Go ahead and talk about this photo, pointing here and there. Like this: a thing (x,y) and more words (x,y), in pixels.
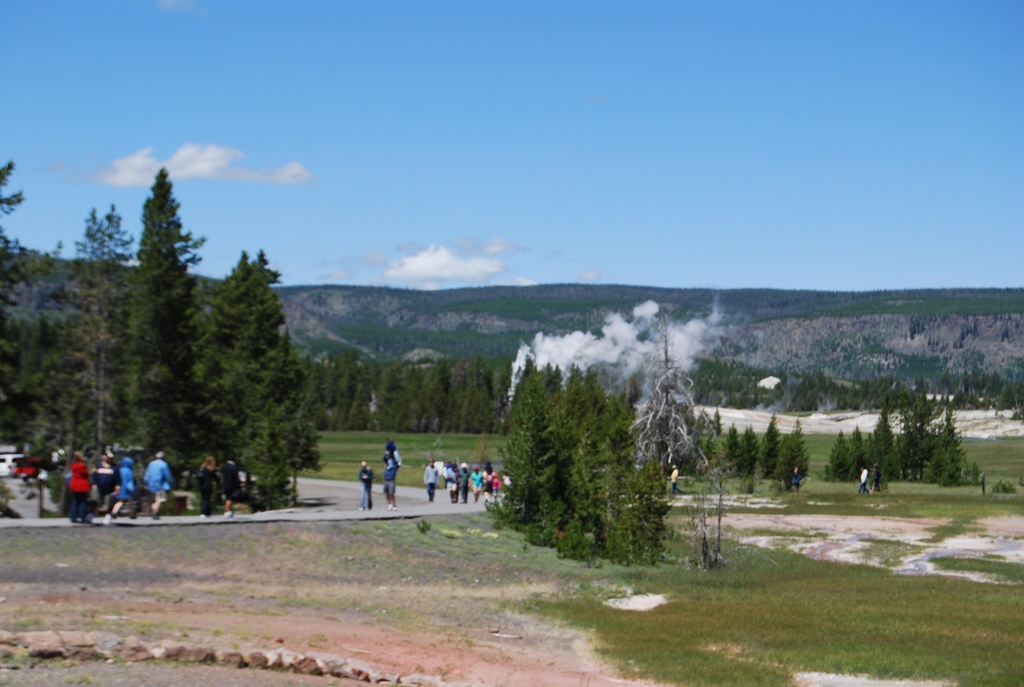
In the picture I can see a few people (488,488) walking on the road (315,514) on the left side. There are trees (224,351) on both sides of the road (9,519). I can see the green grass (787,577) on the bottom right side of the picture (855,596). In the background (710,352), I can see the hills (783,370). There are clouds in the sky (712,162).
